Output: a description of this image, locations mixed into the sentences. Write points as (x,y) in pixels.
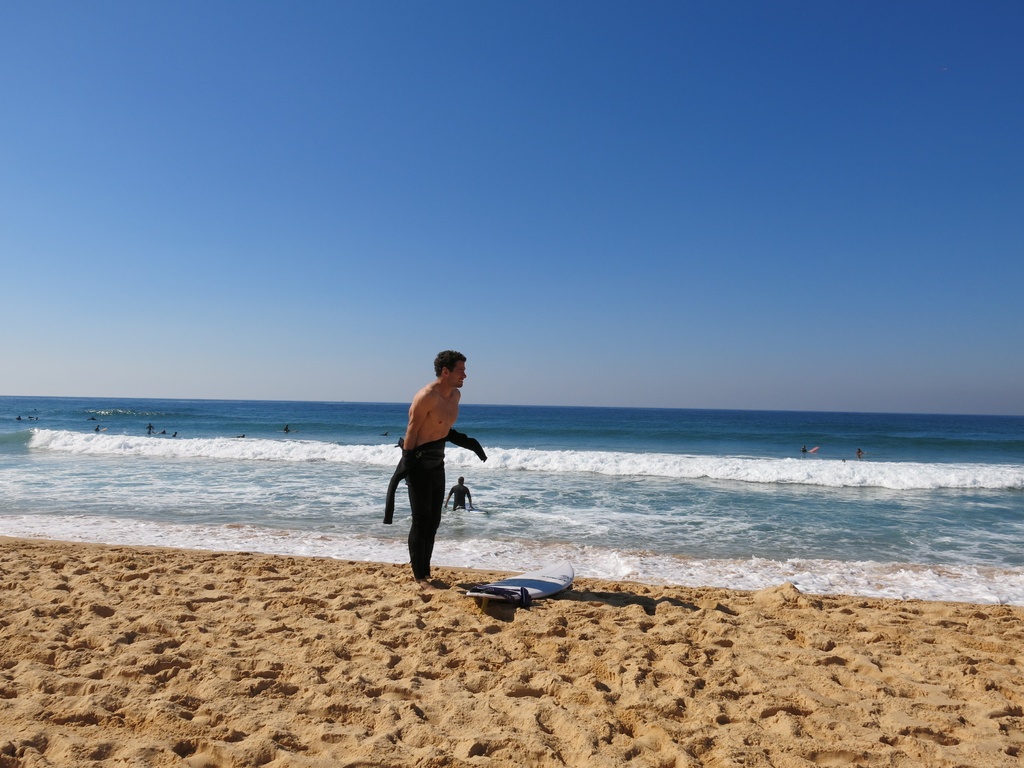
In this image there is a person (432,544) standing on the land (456,624) having a surfboard (497,597). There are people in the water (538,495) having tides (704,483). Top of the image (612,193) there is sky (598,215).
